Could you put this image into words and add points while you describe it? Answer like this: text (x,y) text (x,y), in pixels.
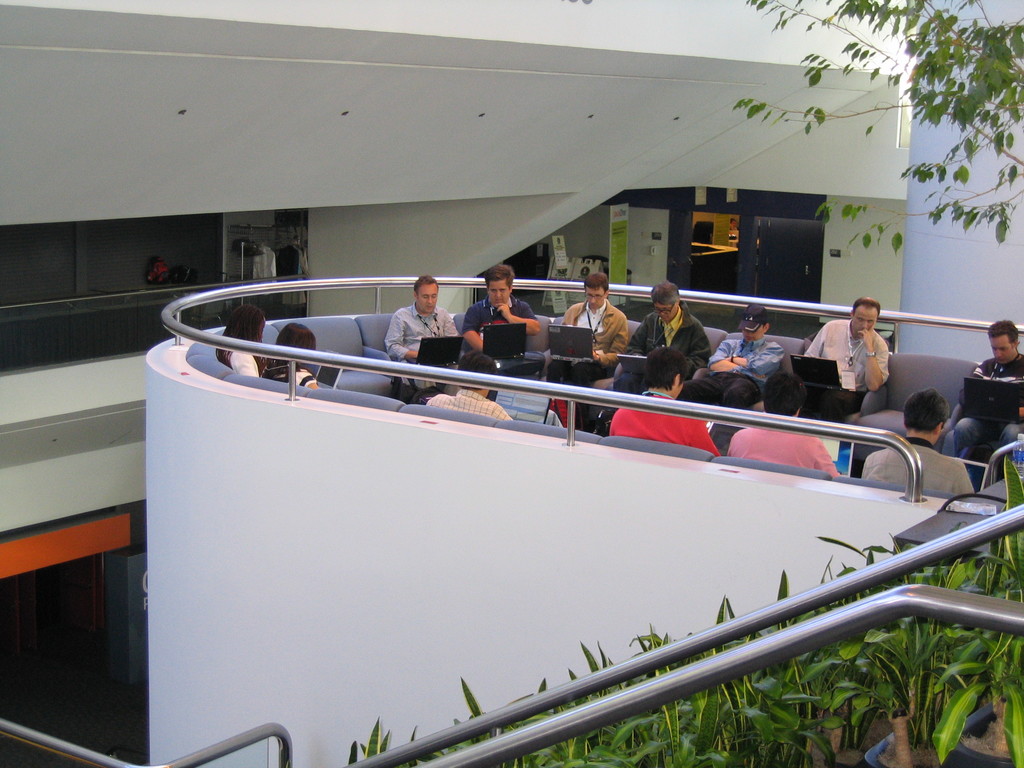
In this image we can see many people (415,334) sitting on chairs (884,413). Some are holding laptops (574,348). There are railings (879,565). Also there are plants (802,659). In the back (302,162) there is a building (363,86). In the right top corner (936,107) we can see branch (926,120) of a tree (958,105).
